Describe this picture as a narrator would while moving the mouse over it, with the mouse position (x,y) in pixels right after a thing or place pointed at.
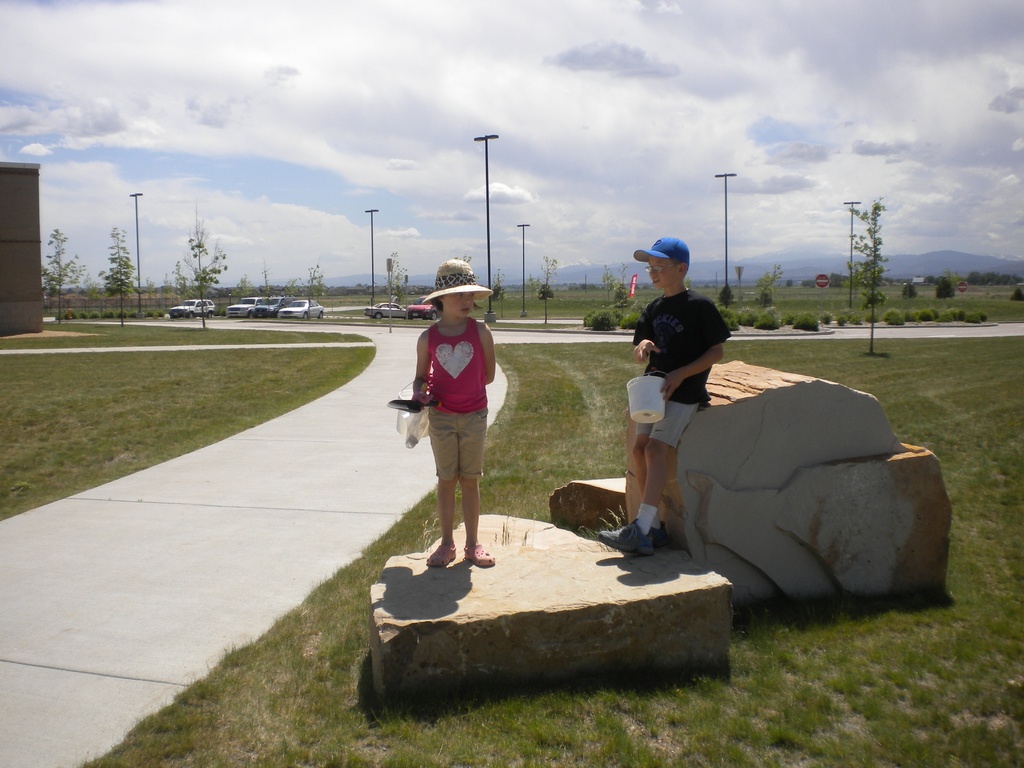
In this picture we can see two children (664,336) standing on a rock (527,554), grass (920,423), path (183,576), plants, poles (138,247), vehicles (432,306), trees (126,263), some objects (403,397) and in the background (502,167) we can see the sky (665,163) with clouds (620,163).
